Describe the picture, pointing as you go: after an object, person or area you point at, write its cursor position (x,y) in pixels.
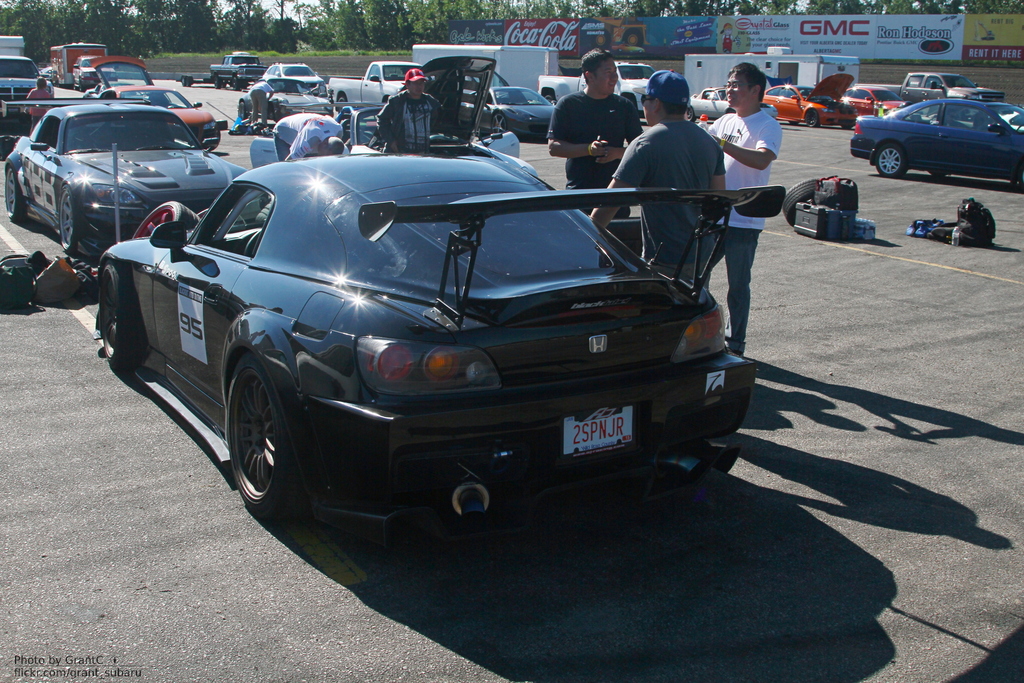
In this image, we can see some cars (753,193) and there are some people (650,147) standing, we can see some green trees (24,19).
